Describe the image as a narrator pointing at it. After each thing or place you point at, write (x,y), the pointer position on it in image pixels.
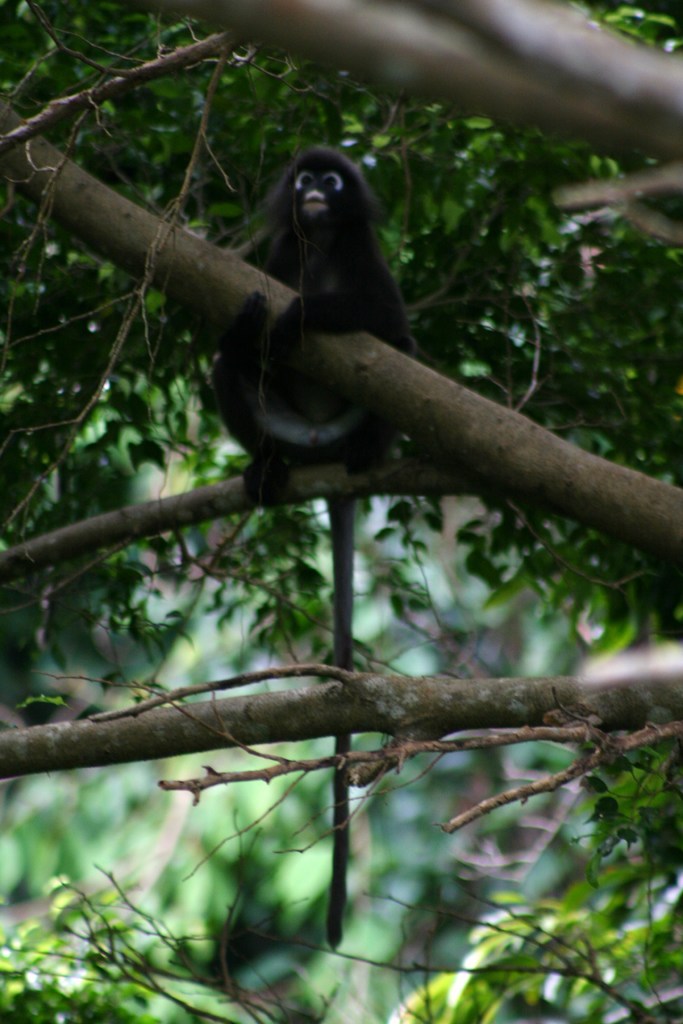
In this image, we can see an animal (312,437) on the tree branch (180,507) and holding a branch (409,369). Background (361,1000) we can see blur view.
